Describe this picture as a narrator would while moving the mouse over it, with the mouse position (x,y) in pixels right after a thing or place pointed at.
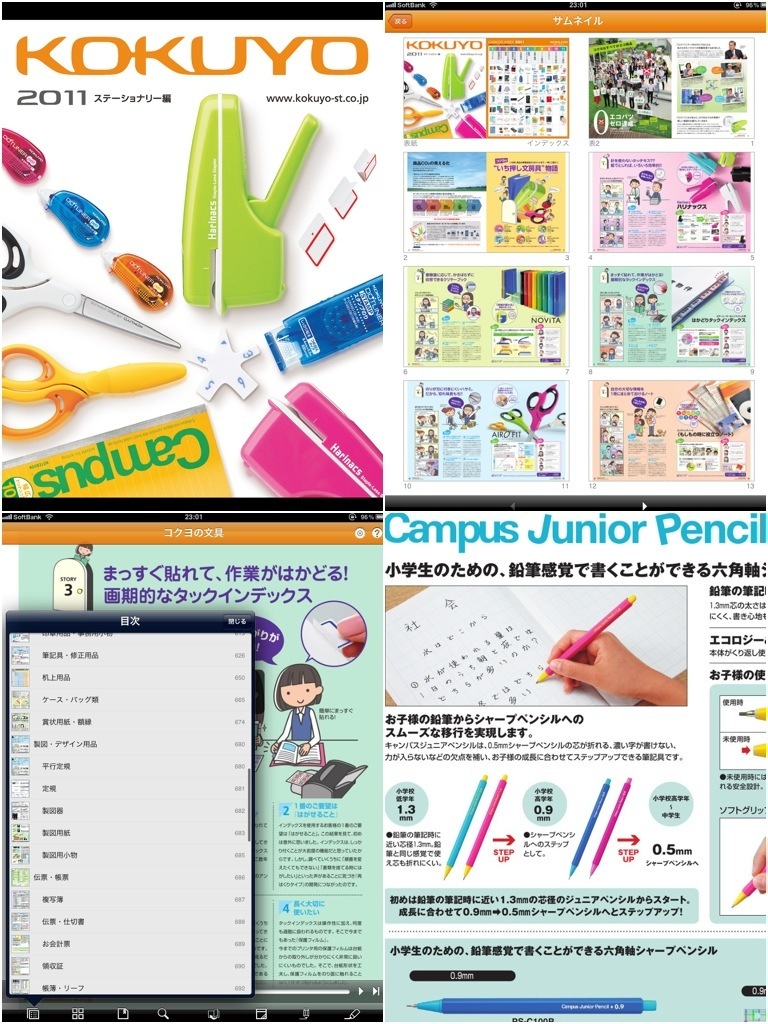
In this image we can see the collage photos (464,502). We can see the screenshots (464,502) of electronic gadget (482,345) in the image. There are many objects (530,191) in the image. There is some text (441,665) on the photos (460,797).
